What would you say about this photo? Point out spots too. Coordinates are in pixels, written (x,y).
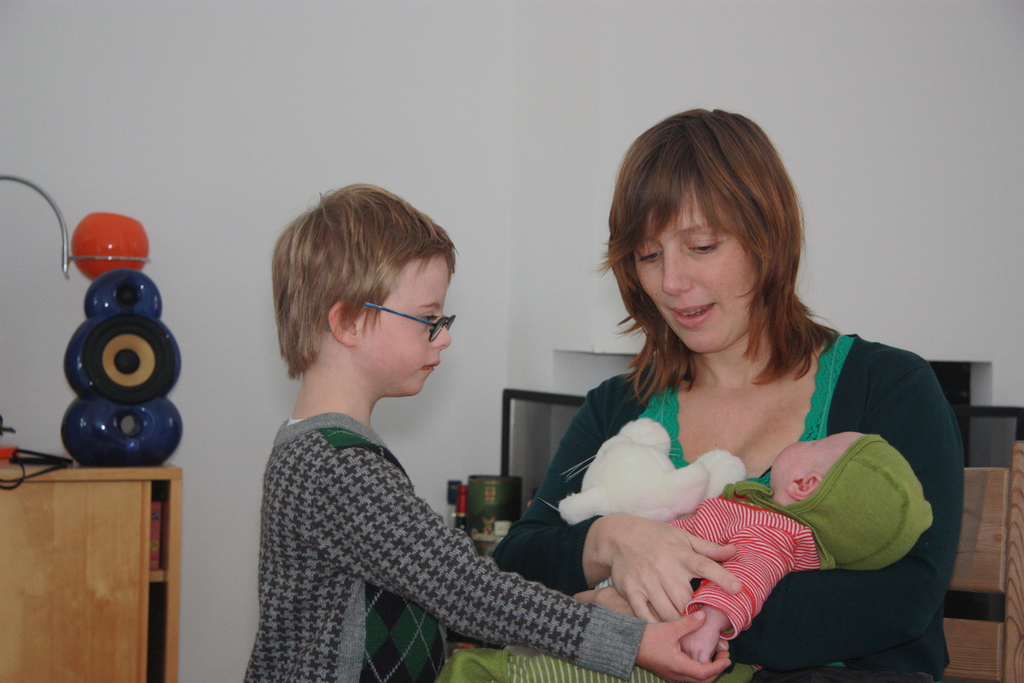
On the right side of the image (787,383) a lady (877,362) is sitting on a chair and holding baby (736,523), doll (653,489). In the center of the image (354,334) a boy (367,545) is standing. On the left side of the image (77,549) there is a table (88,486). On the table (38,489) we can see some objects (71,449), wires (19,459) are there. In the background of the image (18,443) screen (540,458) and some objects (486,481), wall (501,216) are present.
